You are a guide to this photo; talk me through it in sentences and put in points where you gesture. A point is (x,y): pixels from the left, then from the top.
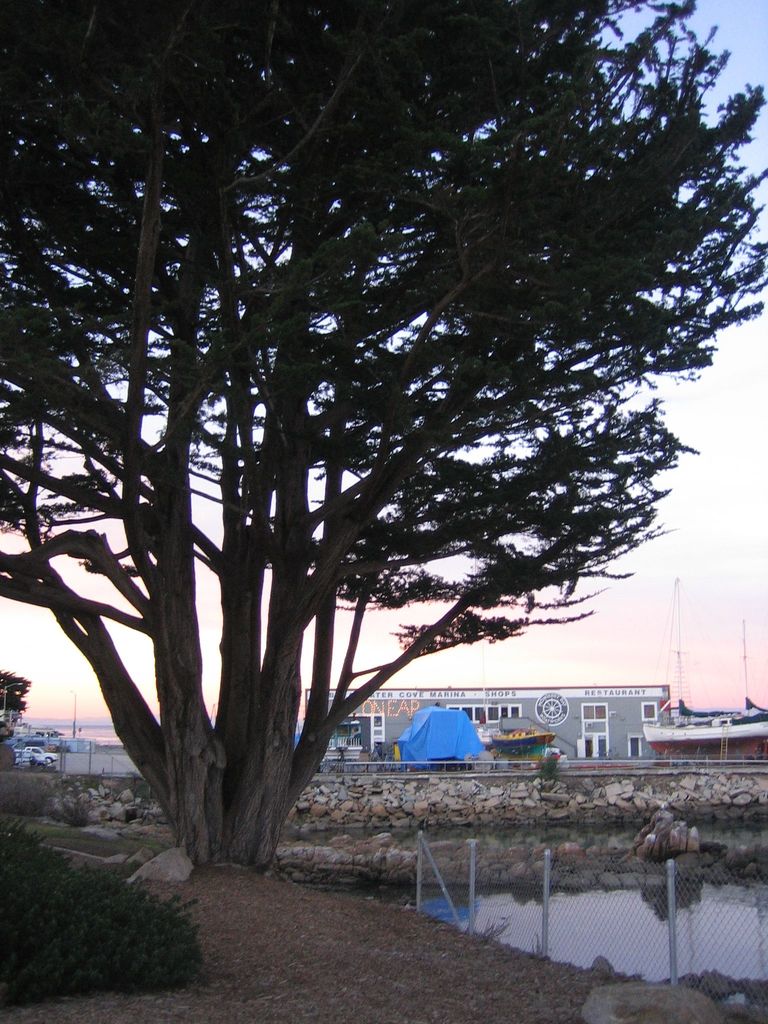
Here we can see water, fence (561,858), plants (75,813), trees (287,806), boats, building (485,693), and a vehicle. In the background (735,25) there is sky (699,560).
